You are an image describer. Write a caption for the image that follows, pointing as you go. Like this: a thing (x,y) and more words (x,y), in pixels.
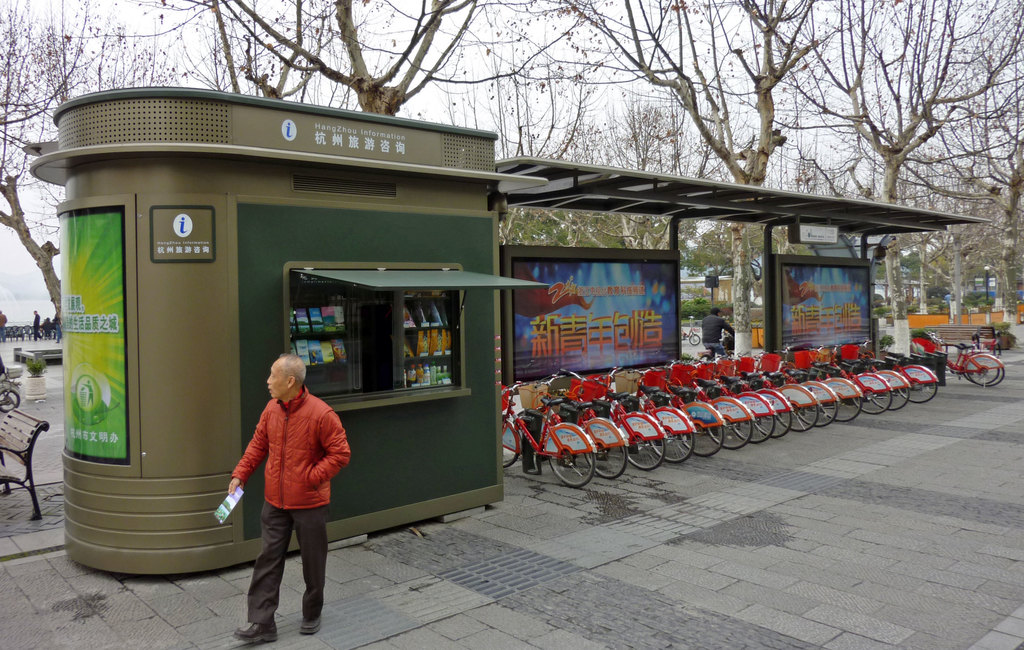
In the picture I can see red color bicycles (673,423), board (632,307), a shop (410,485) and a person (273,534) is standing on the ground (345,548) and holding an object (220,504) in the hand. In the background (32,416) I can see benches (34,430), trees (506,125), people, the sky (831,165), poles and some other objects (310,360).
